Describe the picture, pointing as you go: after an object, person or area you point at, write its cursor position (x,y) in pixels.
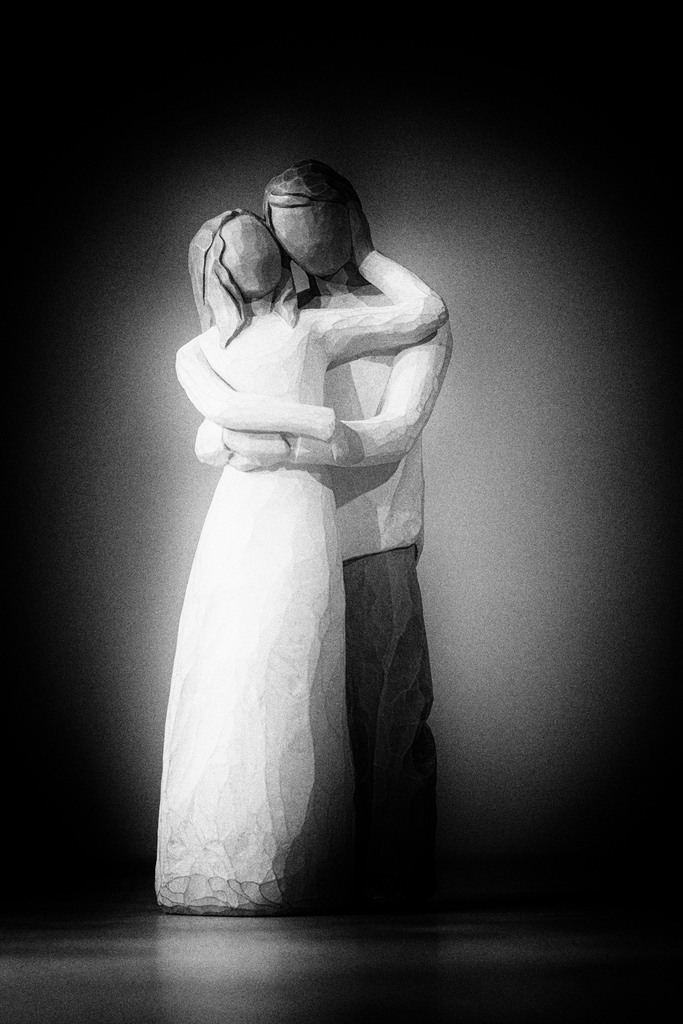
This picture contains two wooden dolls (304,440) in clothes (263,677). One is man (417,663) and the other is the woman (311,586). In the background (49,173), it is black in color.
